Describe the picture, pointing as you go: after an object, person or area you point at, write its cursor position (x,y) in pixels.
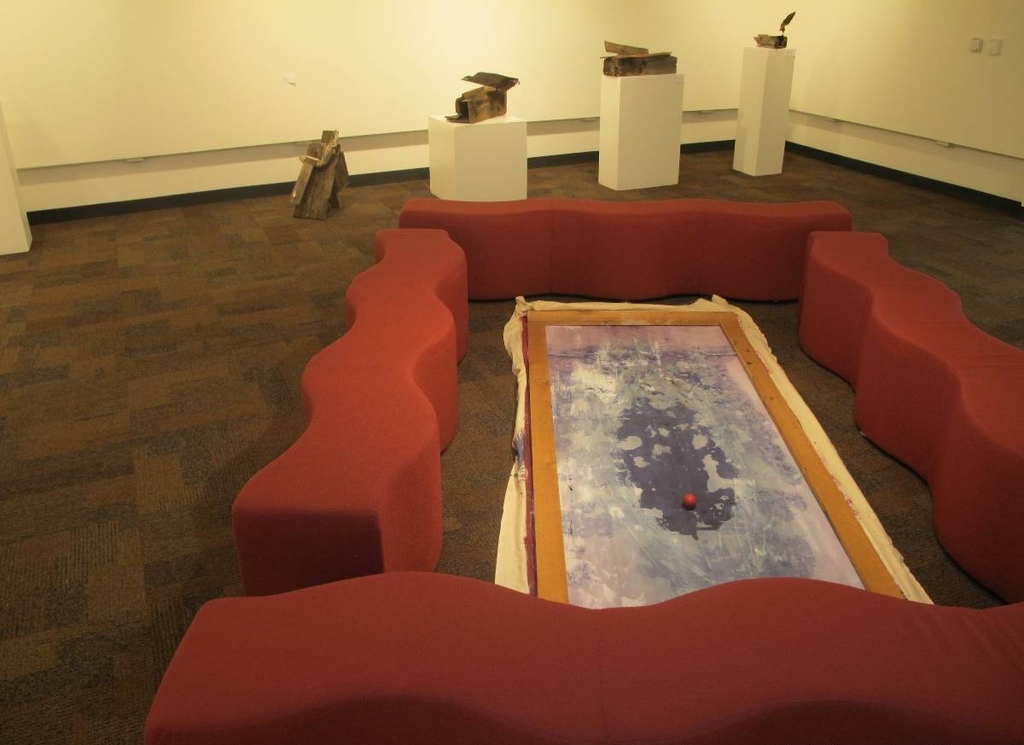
This picture is clicked inside. On the right (905,432) we can see the red color seats (398,487) and a white color object (584,369). In the background (399,34) there is a wall (361,27) and there are some objects (440,186) placed on the ground (124,293) and the ground (185,393) is covered with the floor carpet (135,484).
